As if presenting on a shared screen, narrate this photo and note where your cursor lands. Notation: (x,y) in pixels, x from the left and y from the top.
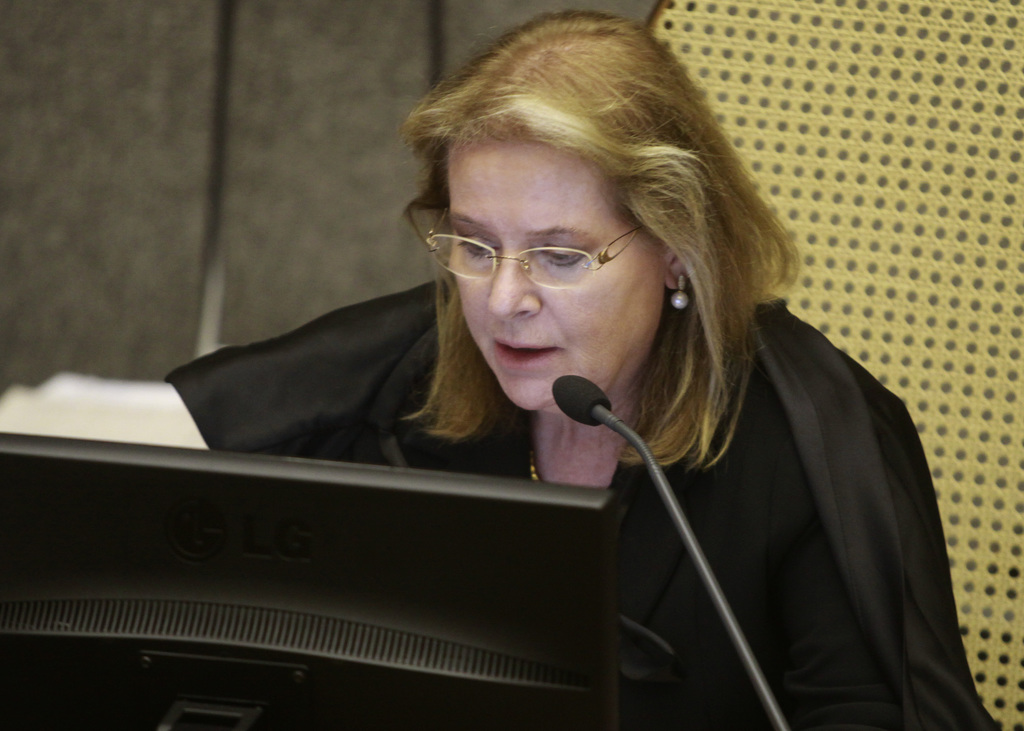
In this picture I can see a woman (557,268) sitting on the chair (1023,460) and speaking with the help of a microphone (567,385) and I can see a monitor (283,545) and a wall (359,261) in the background (271,283).
